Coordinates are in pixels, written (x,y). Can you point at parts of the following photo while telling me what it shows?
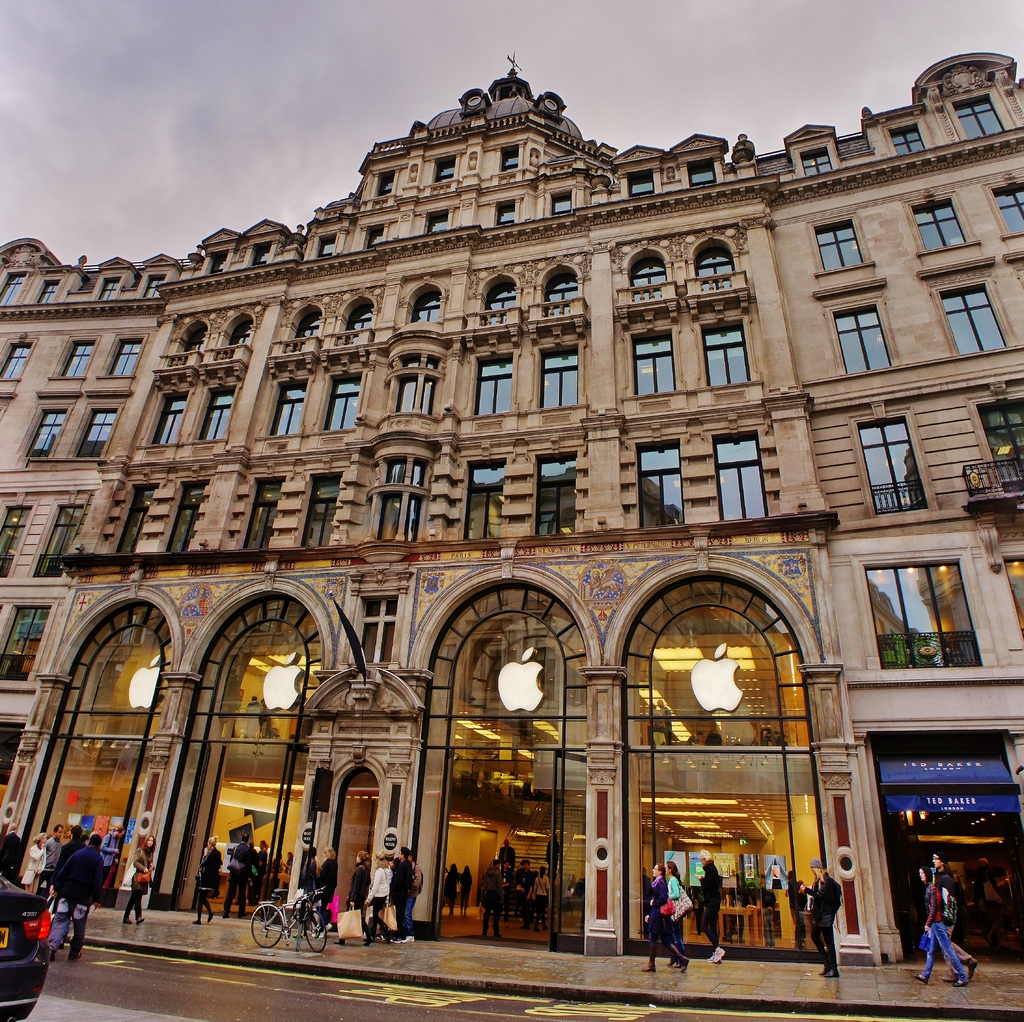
In this picture, we see a building (425,573). There are people (112,843) walking on the footpath (473,945). These people (31,861) are holding bags (146,876) in their hands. Beside them, we see a black car (30,937). On the right side of the picture (915,770), we see a blue board (917,805) with some text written on it.
